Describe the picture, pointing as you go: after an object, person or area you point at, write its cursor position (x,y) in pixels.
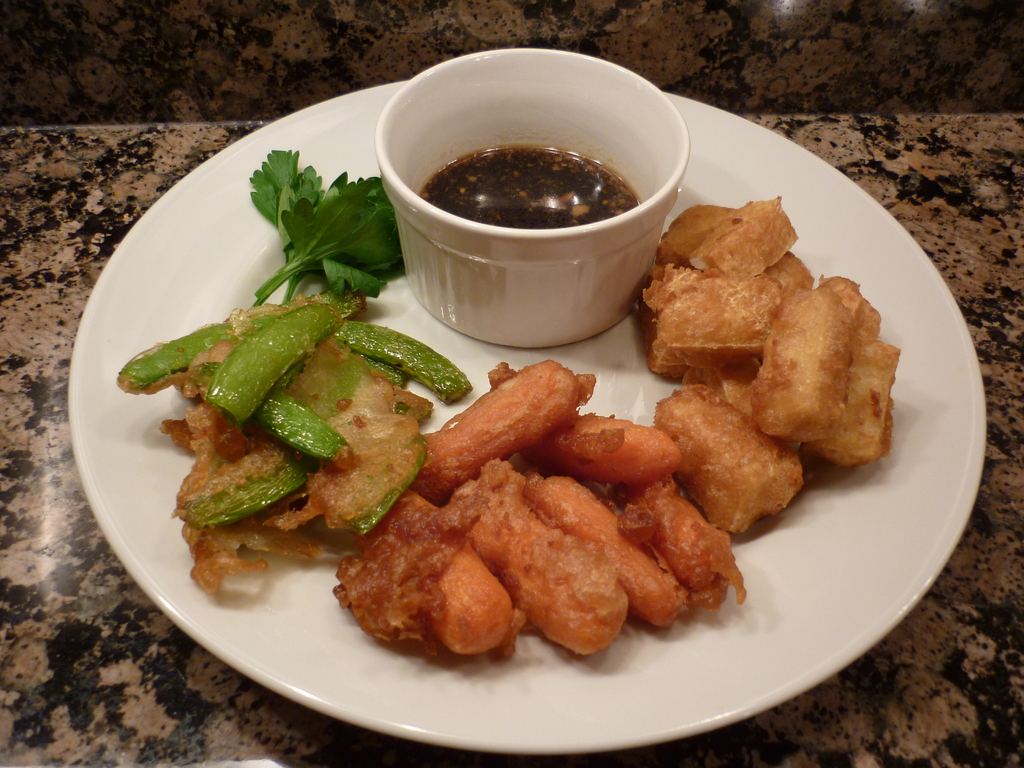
This picture is clicked inside. In the center (523,268) there is a white color platter (778,545) containing some food items (723,406) and a white color bowl (504,112) of a liquid (551,214) and the platter (826,190) is placed on the top of the table (29,545).
